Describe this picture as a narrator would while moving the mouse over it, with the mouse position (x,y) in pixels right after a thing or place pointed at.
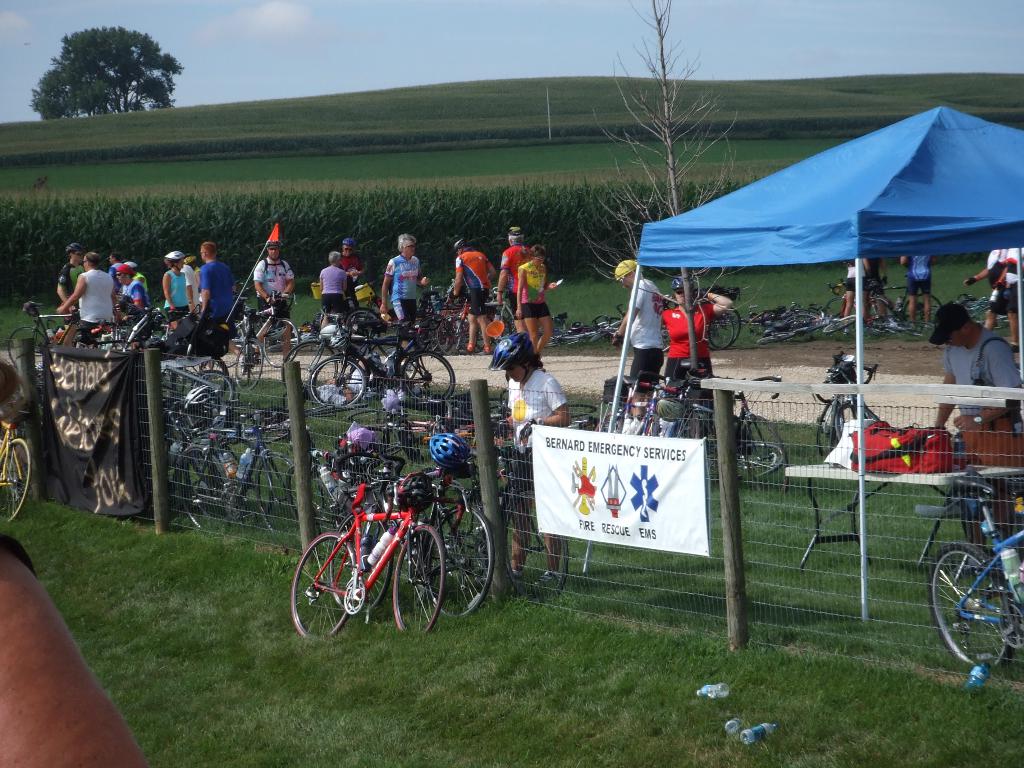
In this image there are bicycles (487,552) on the grassland (380,652). Few banners (580,496) are attached to the fence (498,485). Right side (985,347) a person (965,349) wearing a cap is standing under the tent (842,254). Before him there is a table (908,476) having few bags (932,443). Few people (105,288) are on the path (589,367). Few people (848,262) are standing on the grassland (941,286) having plants (554,254). Left bottom a person's hand (3,589) is visible. Left top there are trees (112,80) on the grassland (418,111). Top of the image (1012,19) there is sky (650,38).
